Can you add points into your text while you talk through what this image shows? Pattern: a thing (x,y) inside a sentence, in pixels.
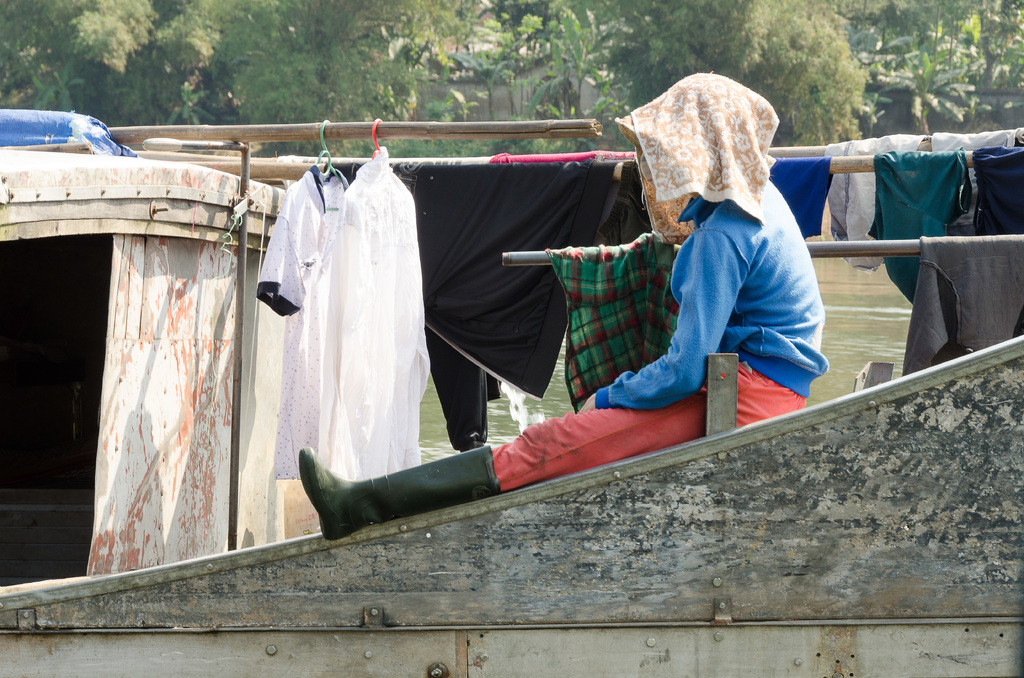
In this image we can see a person (715,346) wearing blue shirt (765,300), red pant (535,444), long boots (410,507) and the cloth (688,167) on their head (719,182) is sitting here. Here we can see clothes (300,223) hanged to the hanger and on the wooden stick (418,129). In the background (439,114), we can see water (878,288) and trees (388,95).
